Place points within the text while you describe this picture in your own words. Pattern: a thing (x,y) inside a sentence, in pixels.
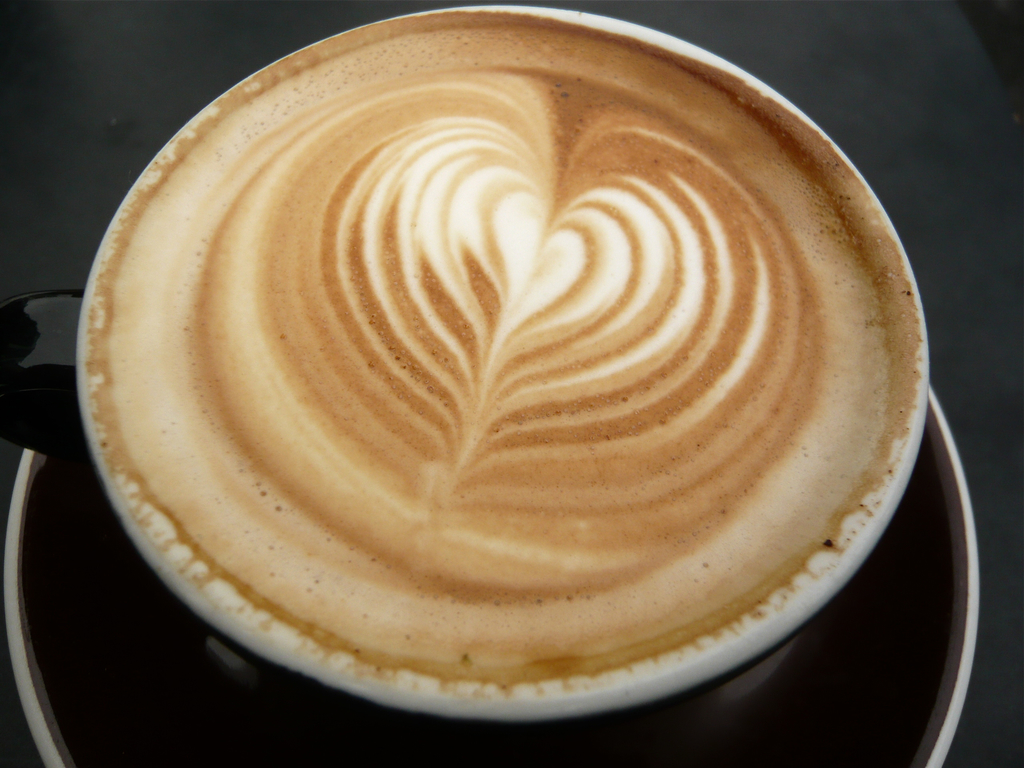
This picture shows a coffee cup (669,678) with a saucer (61,725).
